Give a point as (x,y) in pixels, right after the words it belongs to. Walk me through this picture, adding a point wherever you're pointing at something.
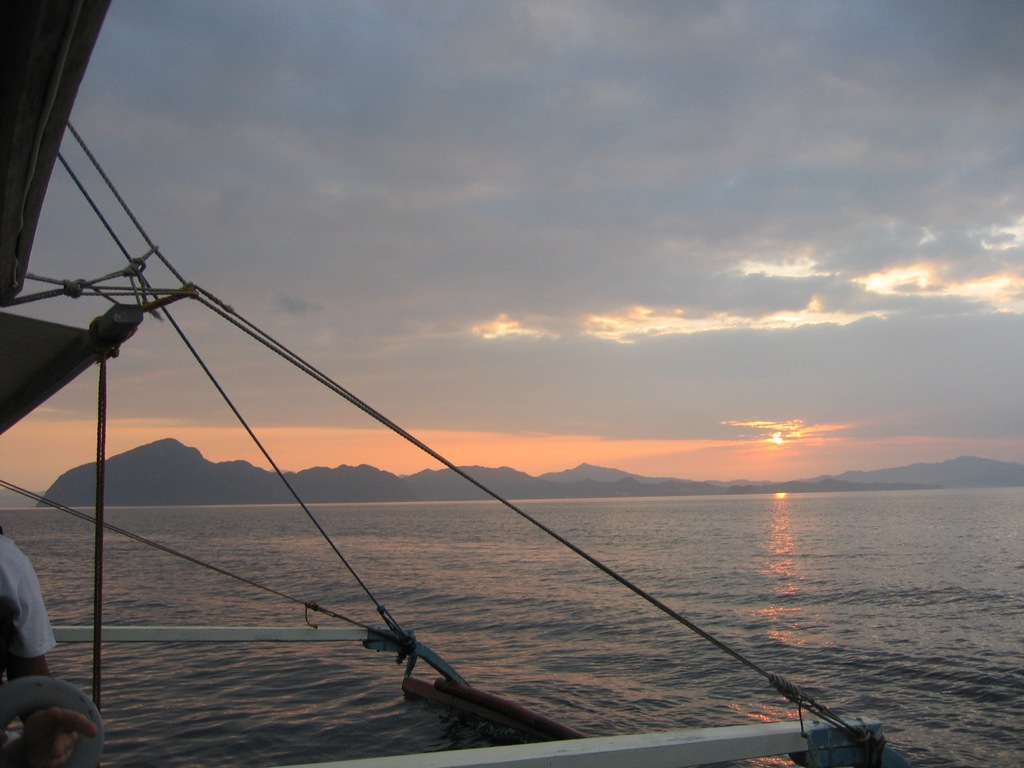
In this image I can see a boat (356,635). There is water (745,563), there are hills (561,496) and in the background (656,210) there is sky (445,205).
